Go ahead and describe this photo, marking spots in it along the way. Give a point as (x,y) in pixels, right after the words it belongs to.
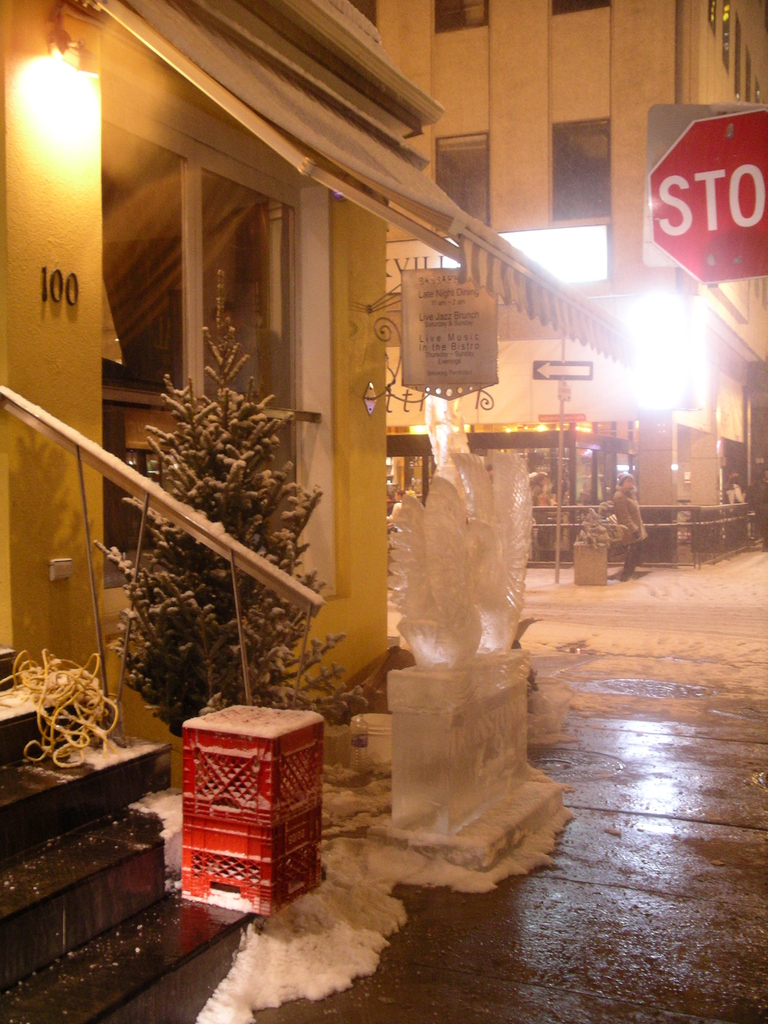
In this image there are buildings (83,594) and in front of that there is a tree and box (296,796), also there is a sculpture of birds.
